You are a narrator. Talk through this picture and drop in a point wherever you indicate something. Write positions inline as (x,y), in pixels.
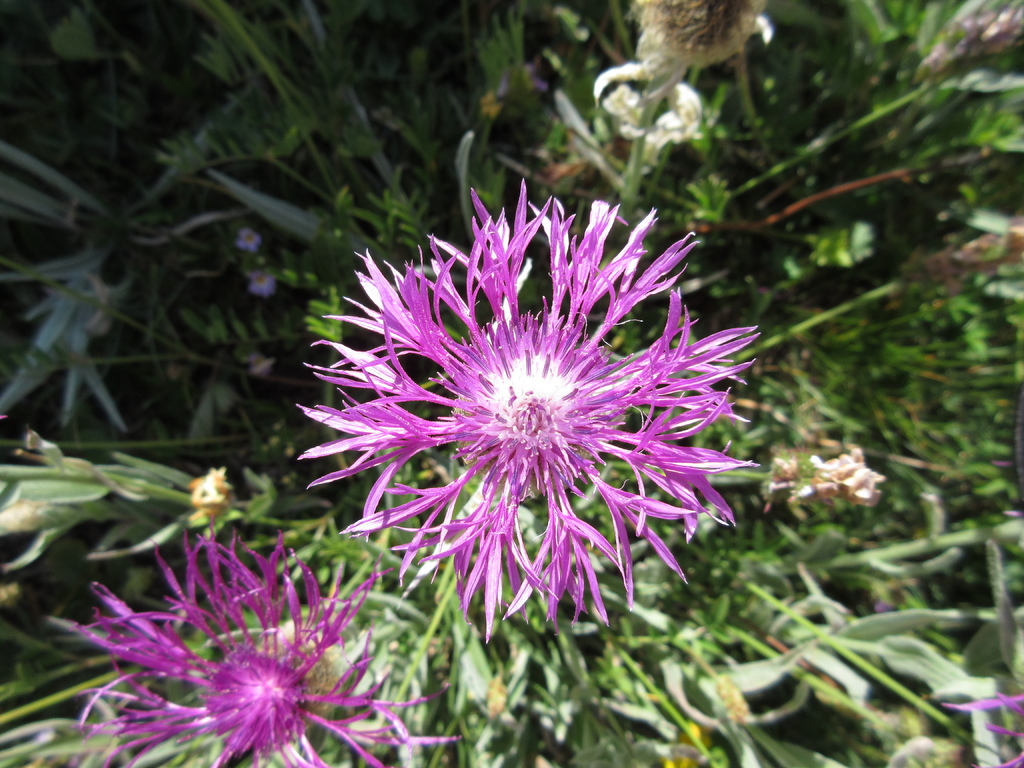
In this image I can see there are purple color flowers (467,561) and green plants (317,337).
